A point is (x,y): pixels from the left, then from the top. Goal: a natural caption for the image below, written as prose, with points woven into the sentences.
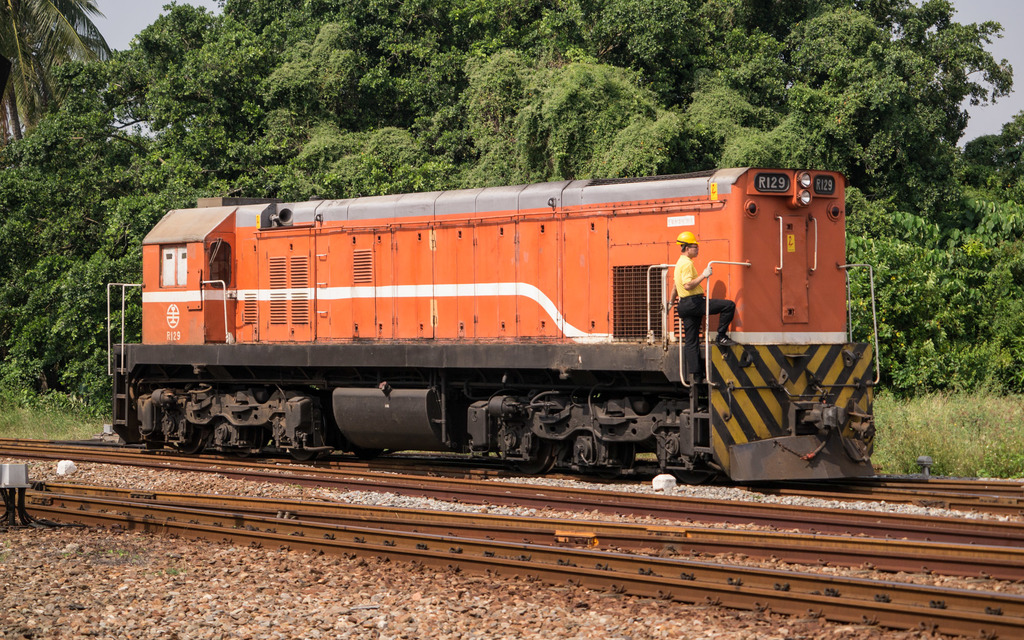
In this picture, we see the train (410,329) in black, orange and yellow color is on the tracks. The man (694,327) is wearing the yellow T-shirt (689,269) and the yellow helmet (688,237). At the bottom (311,565), we see the concrete stones (303,571) and railway tracks (400,557). There are trees (281,145) and shrubs (39,331) in the background (110,210).
